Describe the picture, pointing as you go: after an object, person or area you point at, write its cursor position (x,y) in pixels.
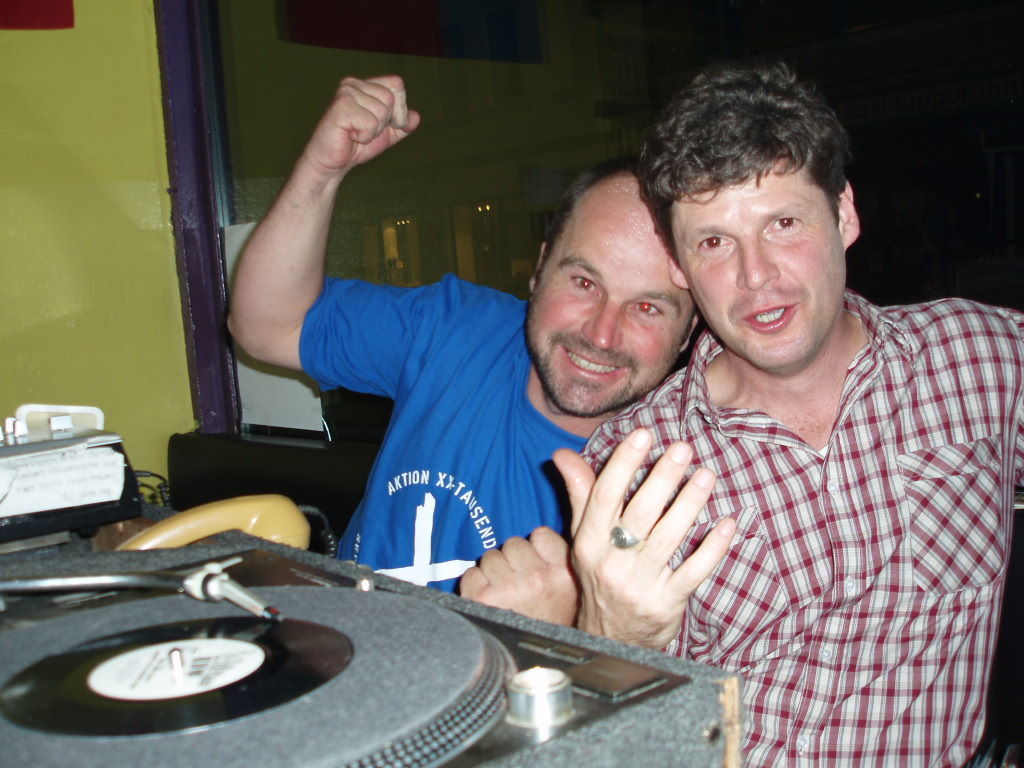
In this image there are two men (537,371) who are sitting one beside the other by keeping their heads (641,293) on each other. The man (482,379) on the left side (292,286) is raising his hand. In front of them there is a turntable (106,627). In the background (329,14) there is a glass (395,48). On the left side (93,151) top there is a wall (60,163).
